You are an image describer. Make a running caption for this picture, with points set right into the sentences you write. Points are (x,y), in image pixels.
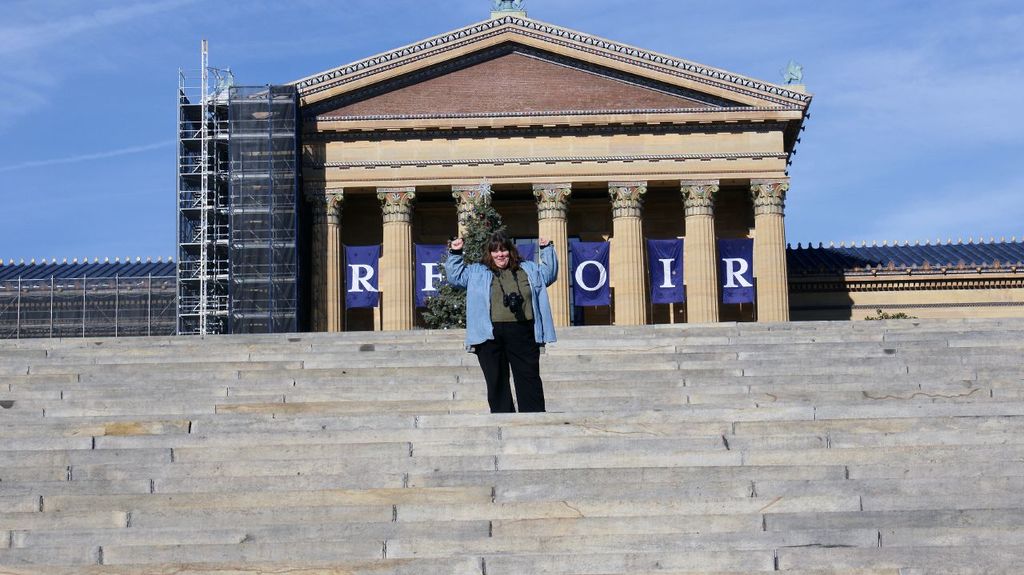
In this picture, we can see a person (517,285) with camera (518,301), we can see stairs (763,476), building (576,148) with pillars (321,235), poster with text (602,269), and we can see fencing (150,300), plant (873,317), shed (822,288), and the sky (904,102) with clouds (899,84).
